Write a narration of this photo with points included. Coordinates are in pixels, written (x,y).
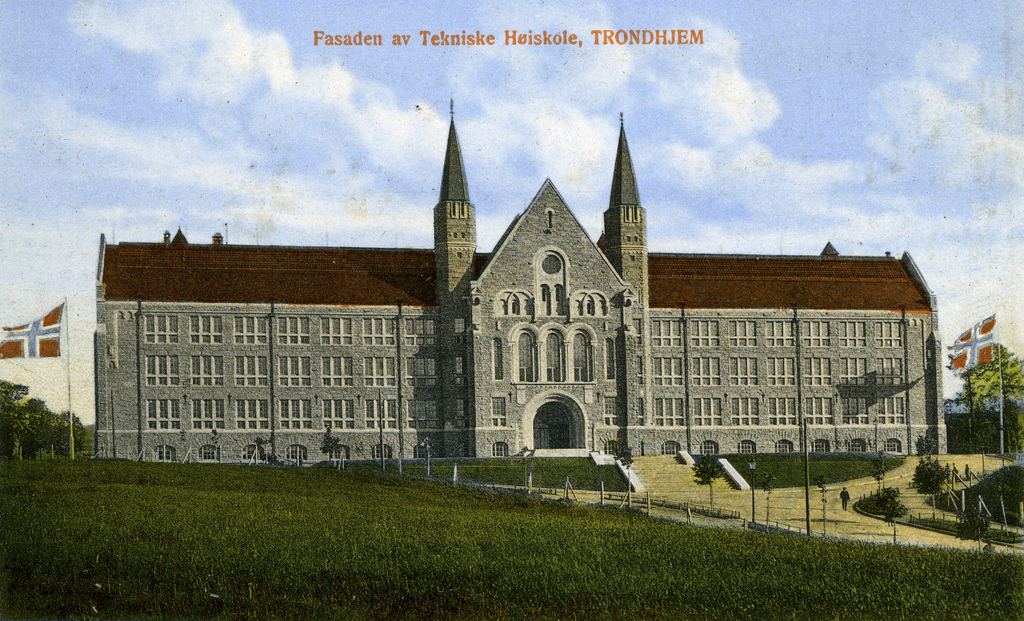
In this image there is a building (517,410) as we can see at middle of this image (568,404) and there is a flag (43,348) at left side of this image (26,352) and right side of this image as well. There are some trees (53,422) at left side of this image (44,426) and right side of this image (979,408) and bottom right side of this image (920,465) as well, and there are some grass (894,547) at bottom of this image (575,477) and there is one person (842,493) standing at right side of this image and there is a sky (470,141) at top of this image (413,136) and there is some text (664,43) written at top of this image (402,43).
